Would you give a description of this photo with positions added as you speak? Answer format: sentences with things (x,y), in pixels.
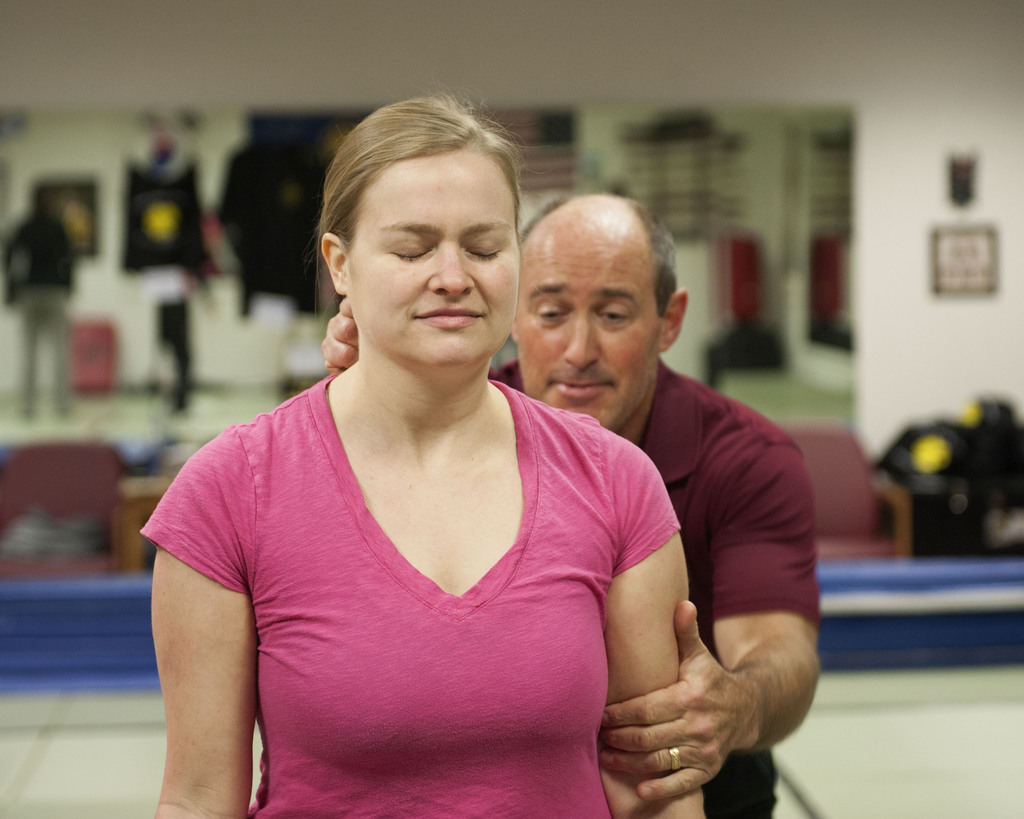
In this image I can see a man (583,300) and a woman (193,520) in the front (519,602). I can see she is wearing a pink top (548,580) and he is wearing a maroon t-shirt (719,564). In the background (843,472) I can see few chairs (37,492), few frames (943,257) on the walls (224,170), few clothes (136,201), one person (68,298) and few other things (95,651). I can also see this image is blurry in the background (253,215).
